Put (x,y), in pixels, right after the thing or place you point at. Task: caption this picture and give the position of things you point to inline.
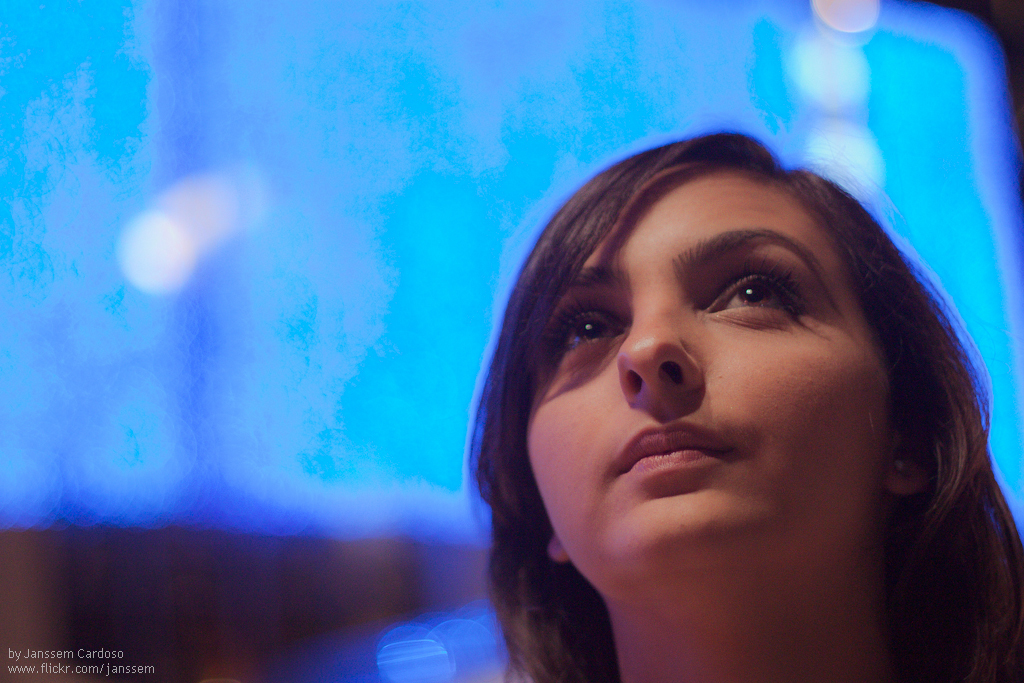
In this image we can see a woman (708,436).
